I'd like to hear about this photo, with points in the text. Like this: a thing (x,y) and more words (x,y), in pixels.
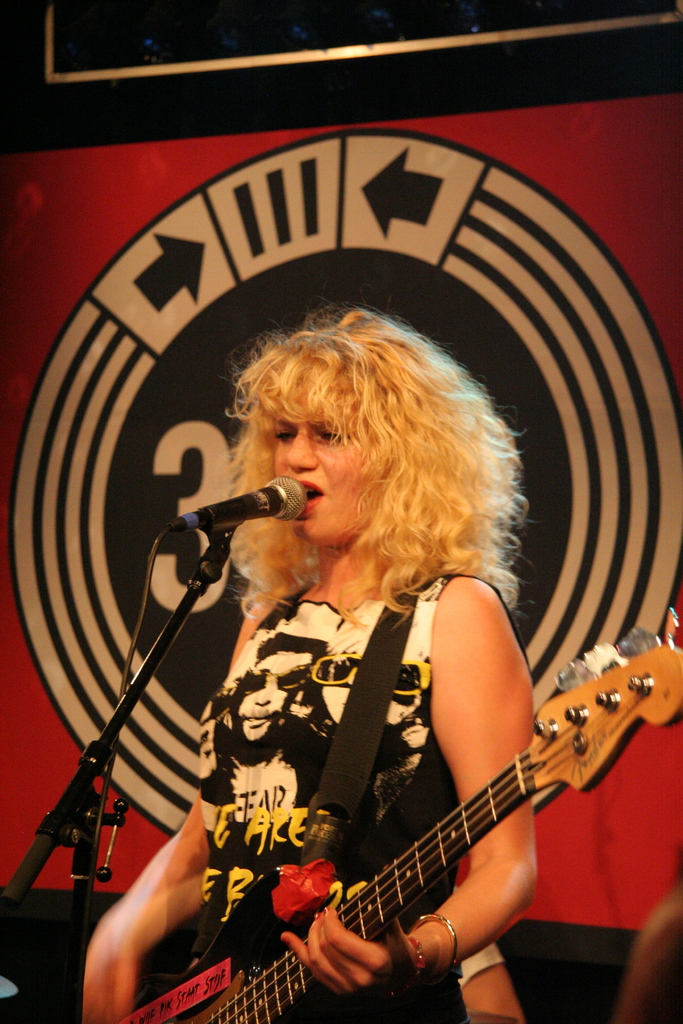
In this image there is a woman (371,615) who is holding the guitar (254,947) with her hands (324,939) has a mic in front of her. The mic (233,514) is kept on the mic stand (65,824). In the background (248,245) there is a wall (81,232) on which there is a logo (227,284).
